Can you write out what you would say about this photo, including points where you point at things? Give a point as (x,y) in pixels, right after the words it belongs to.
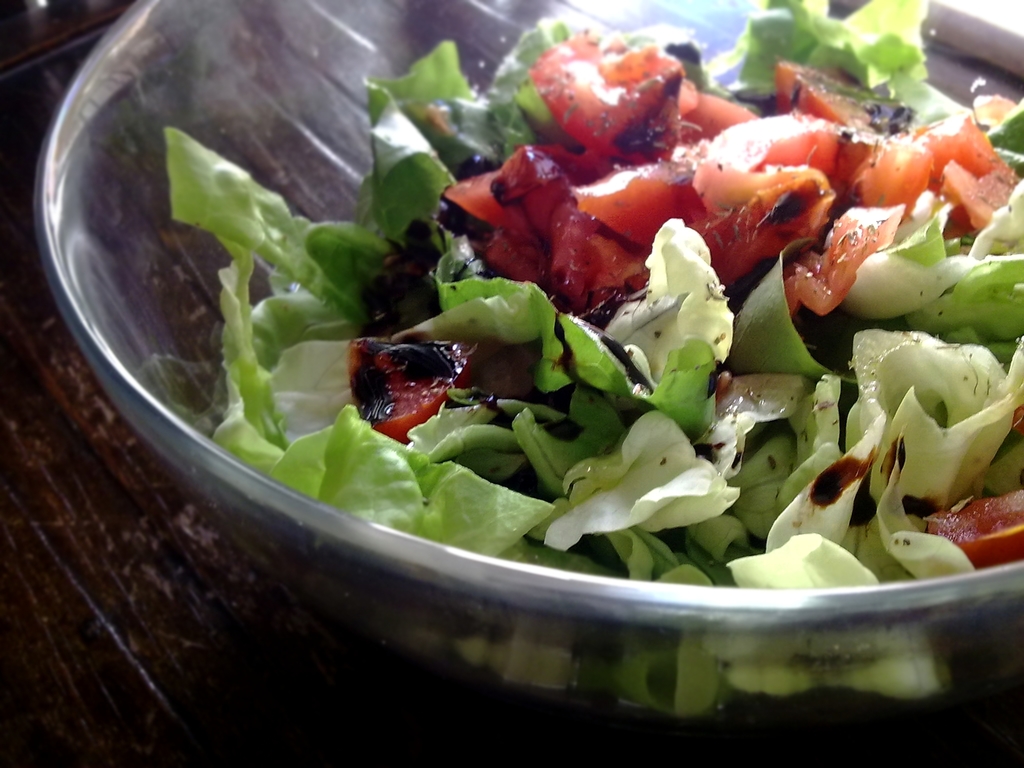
In this image in the center (395,298) there is one bowl (623,645) and in the bowl (754,680) there is salad (385,522), at the bottom (126,534) there is table (126,617).
